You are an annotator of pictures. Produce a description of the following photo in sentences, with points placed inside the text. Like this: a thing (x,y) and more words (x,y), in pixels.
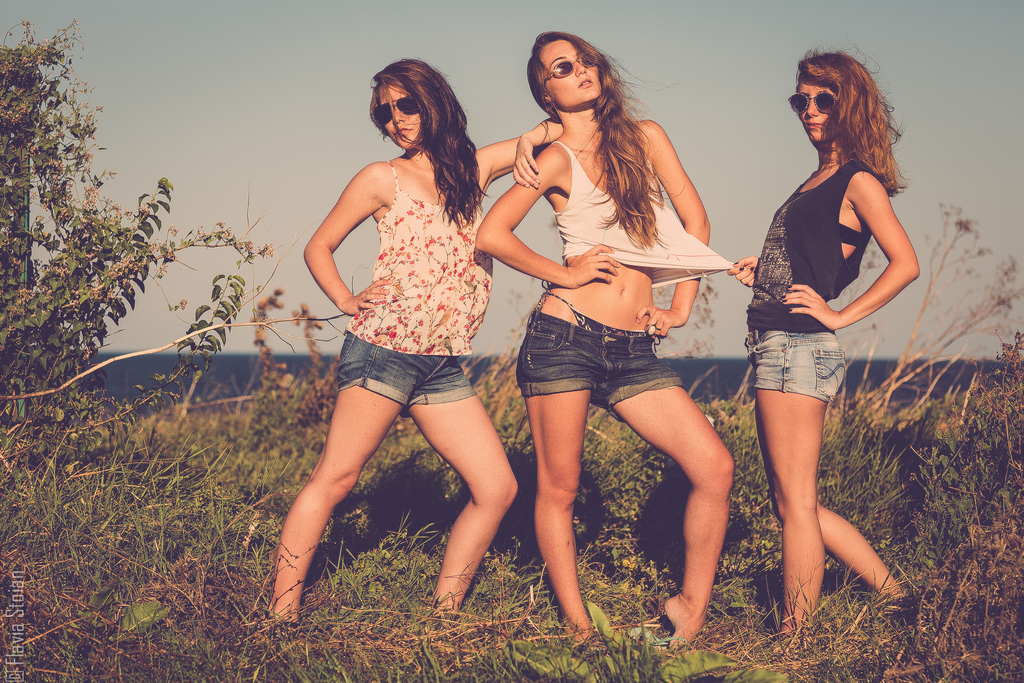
In this picture we can see three women (480,292), they wore spectacles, beside to them we can find few plants (977,416).
